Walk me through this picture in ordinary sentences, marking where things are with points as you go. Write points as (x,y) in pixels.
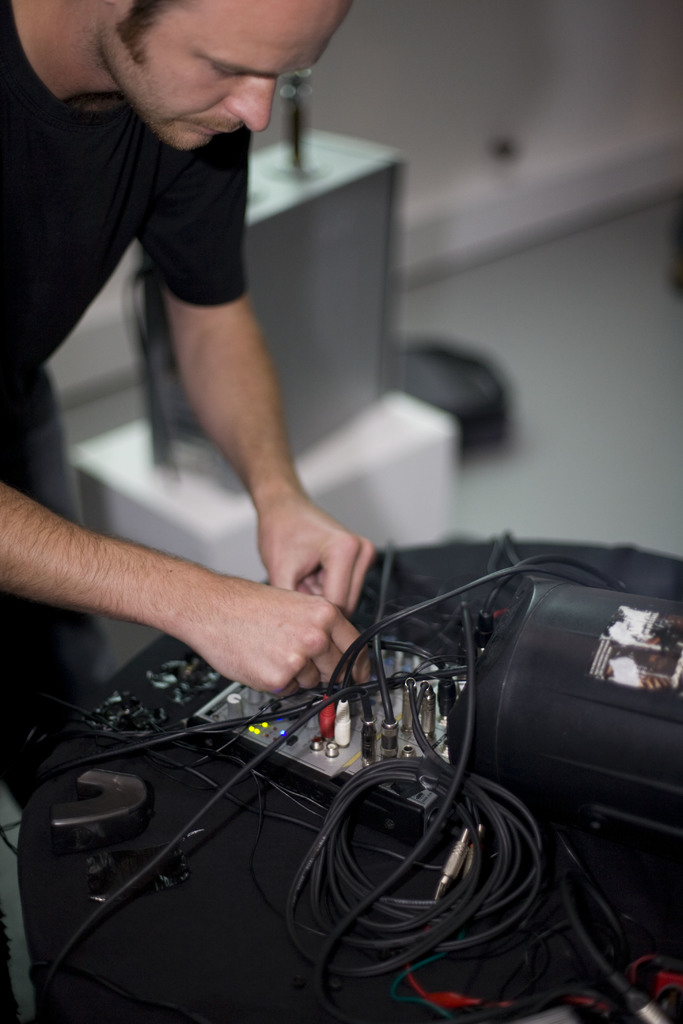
In this picture we can see a man (198,64) wearing black t-shirt (96,246) and plugging the cable (391,768) in the music instrument (311,725). Behind we can see the silver box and white wall (498,228).
